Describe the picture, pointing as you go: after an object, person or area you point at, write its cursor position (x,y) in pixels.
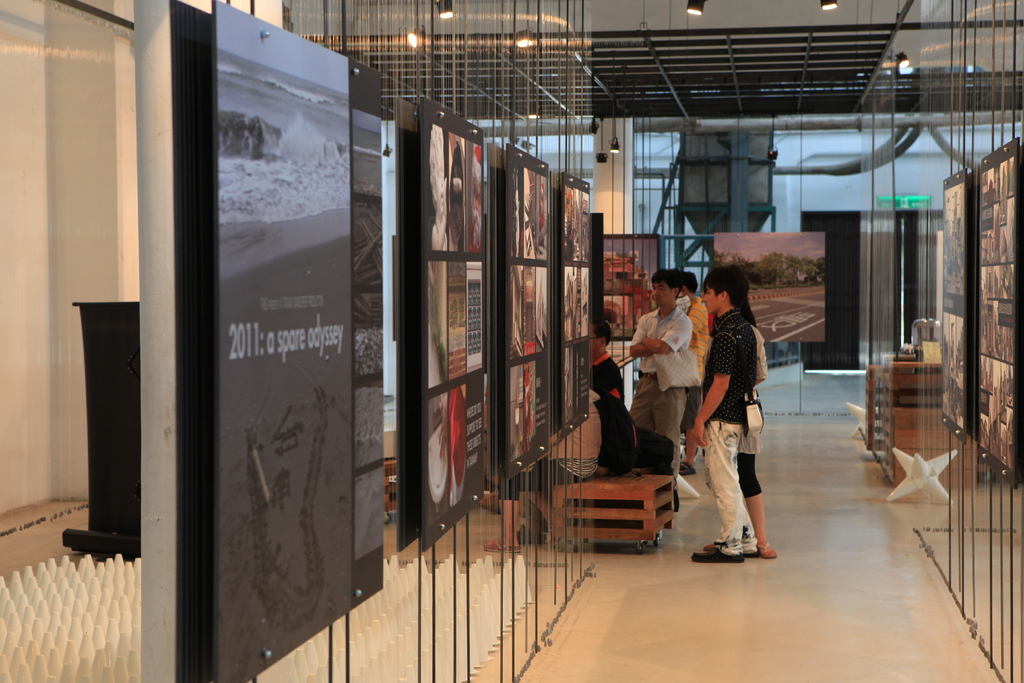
In the center of this picture (682,346) we can see the group of persons (716,359) standing on the ground (748,568) and we can see a wooden table (629,486) and we can see the group of persons (652,465) sitting on the wooden table (642,500) and there are some objects (900,452) placed on the ground (807,390) and we can see the pictures (461,185) of some objects (467,301). In the background (803,259) we can see the picture (783,248) of trees (787,274) and the ground (804,313). At the top (752,17) there is a roof (730,31) and the focusing lights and we can see many other objects (94,667).
